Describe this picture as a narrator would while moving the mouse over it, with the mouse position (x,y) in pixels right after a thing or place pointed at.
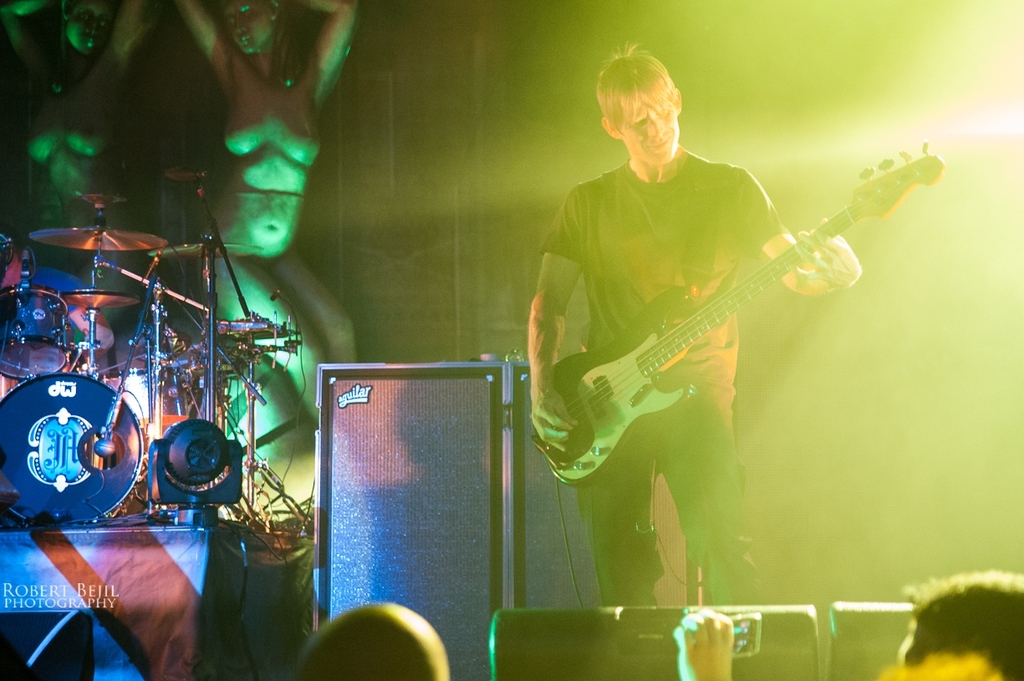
This image is clicked in a concert. In this image there is a man (706,512) standing, wearing a black dress (680,431) is playing a guitar (607,427). To the left (182,348), there is a band (111,380). In the background (336,180), there are two idols (307,122) and wall (454,279).
